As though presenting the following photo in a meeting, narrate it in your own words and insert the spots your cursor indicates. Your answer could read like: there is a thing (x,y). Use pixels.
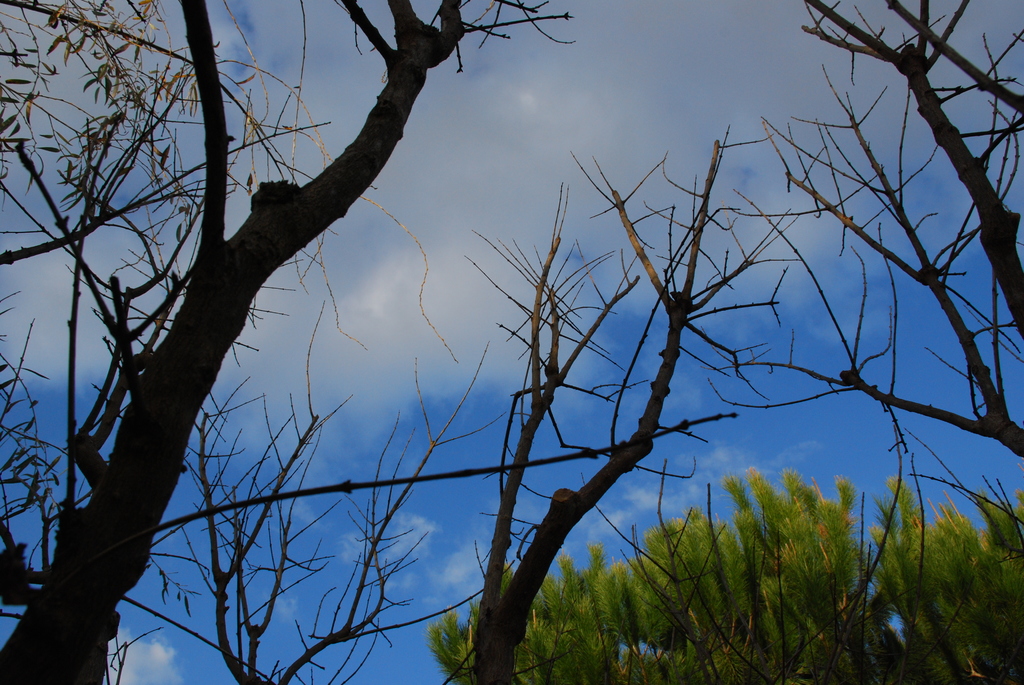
In this image we can see many trees (818,490). At the top (487,125) we can see the cloudy sky (597,175).
